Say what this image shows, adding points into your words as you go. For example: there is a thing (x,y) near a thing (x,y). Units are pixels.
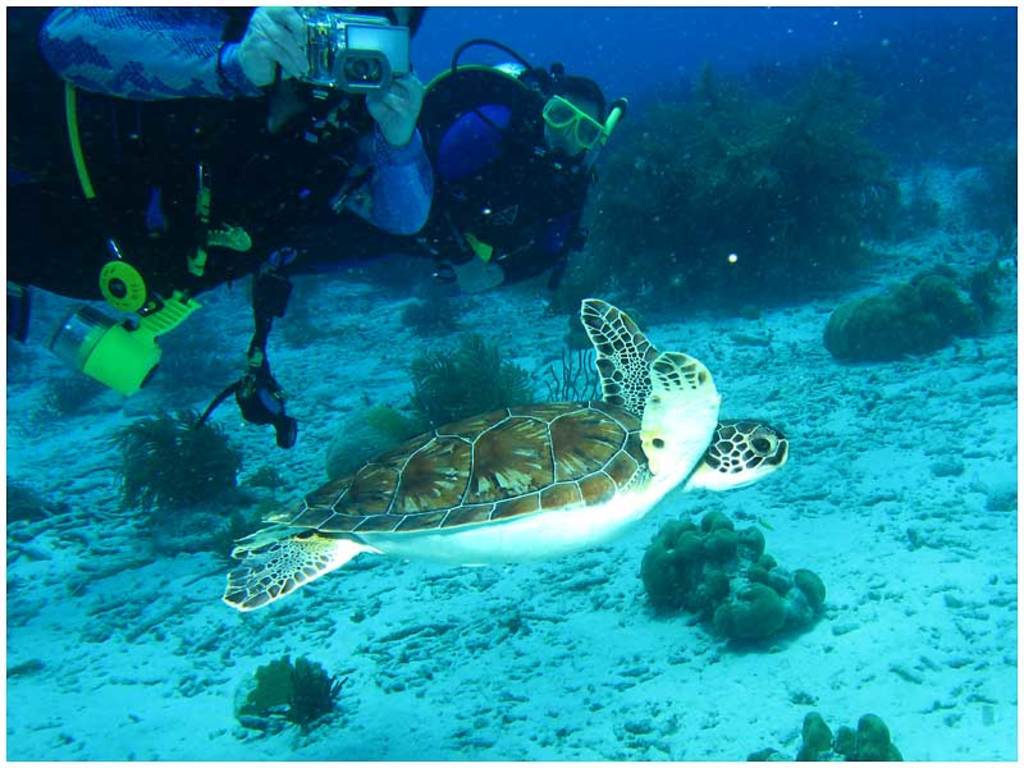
This image is clicked in an ocean (592,563). There are two persons (332,133) in this image. To the left (175,160), the man (122,205) is holding a camera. At the bottom (445,536), there is a turtle (497,510). And there are plants (897,305) in the water (722,651).
